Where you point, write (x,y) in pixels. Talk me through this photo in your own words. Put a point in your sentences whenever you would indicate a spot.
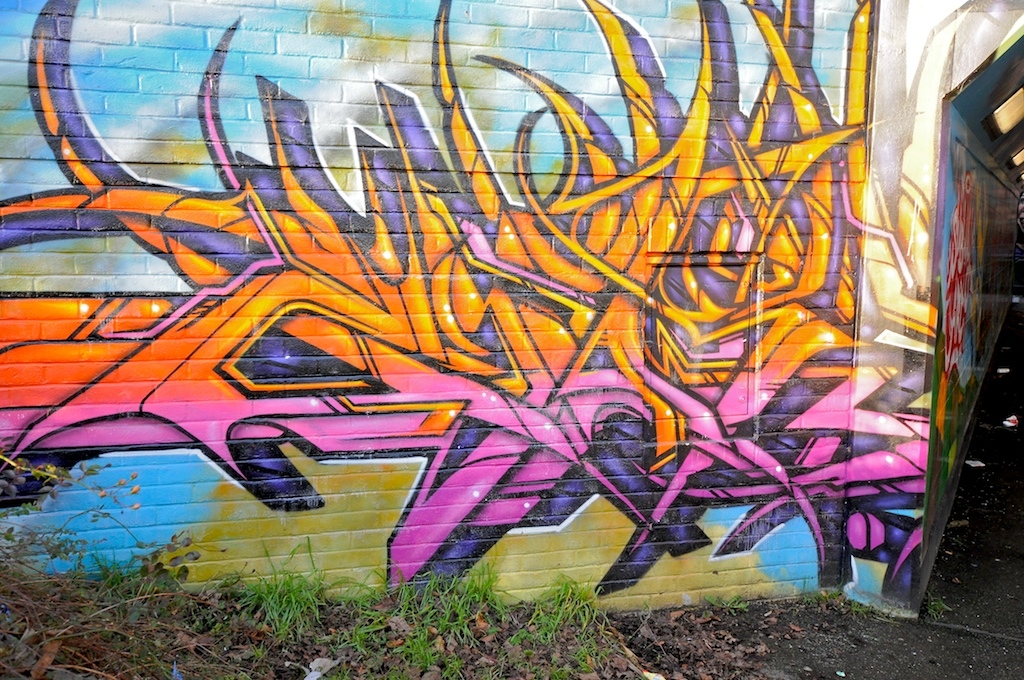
In the background of the image (38,268) there is a wall (651,405) on which there is graffiti (482,165). At the bottom of the image (312,614) there are dry leaves (222,609) and plants (279,587).
